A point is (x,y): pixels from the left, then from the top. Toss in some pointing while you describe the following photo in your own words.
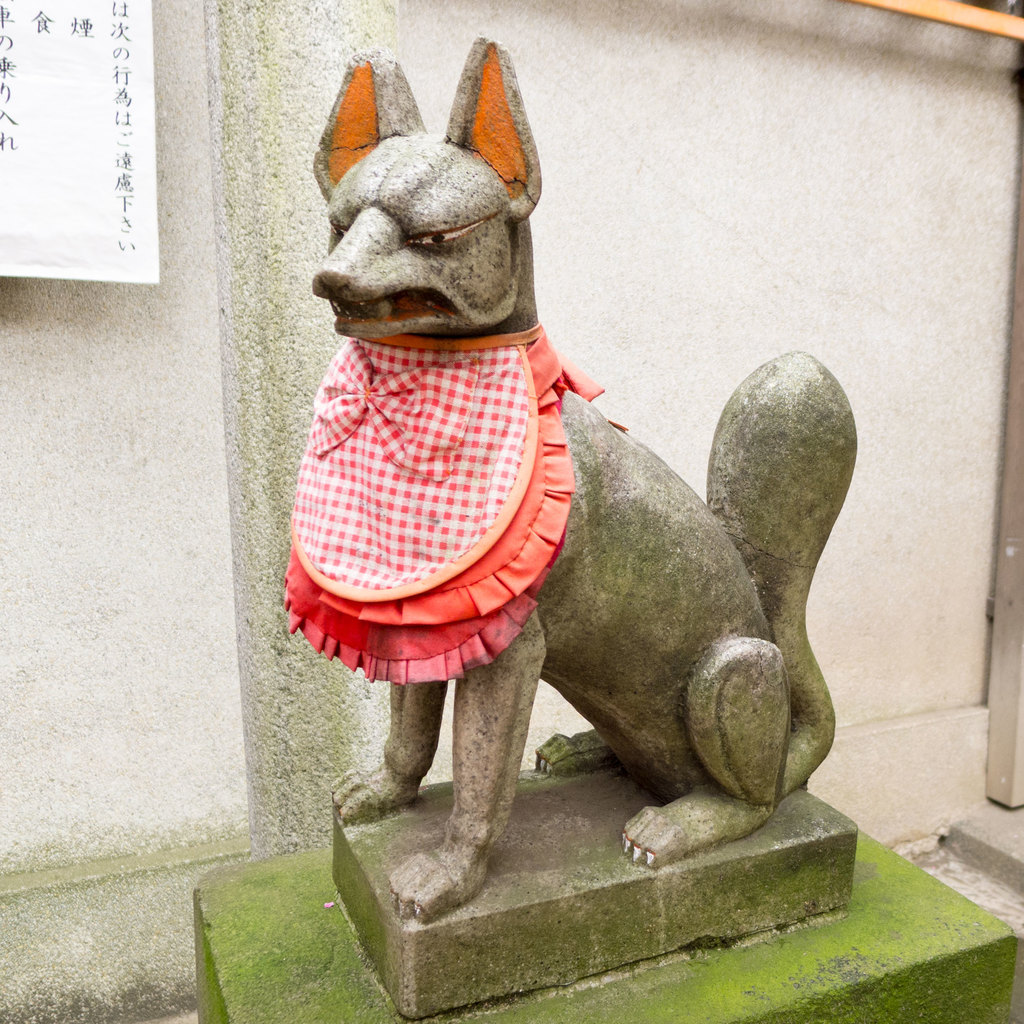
In this image I can see the statue of an animal (643,660) with the dress (461,645). In the background (72,381) I can see the paper (127,152) and the wall (169,18).
